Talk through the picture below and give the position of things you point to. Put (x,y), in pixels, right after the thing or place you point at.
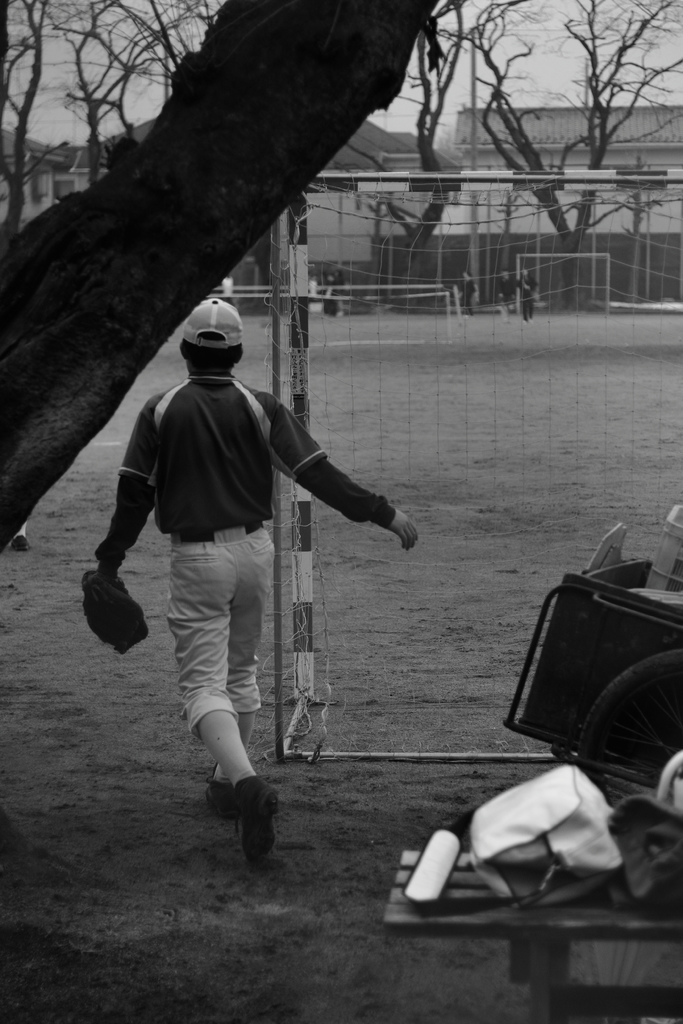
This picture shows trees (123,331) and buildings (634,141) and we see a net (340,295) to the poles (289,232) and we see bags (521,861) on the bench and we see a man (189,323) walking. He wore a cap (218,342) on his head (212,351) and we see few people (525,313) in the ground (427,360).
